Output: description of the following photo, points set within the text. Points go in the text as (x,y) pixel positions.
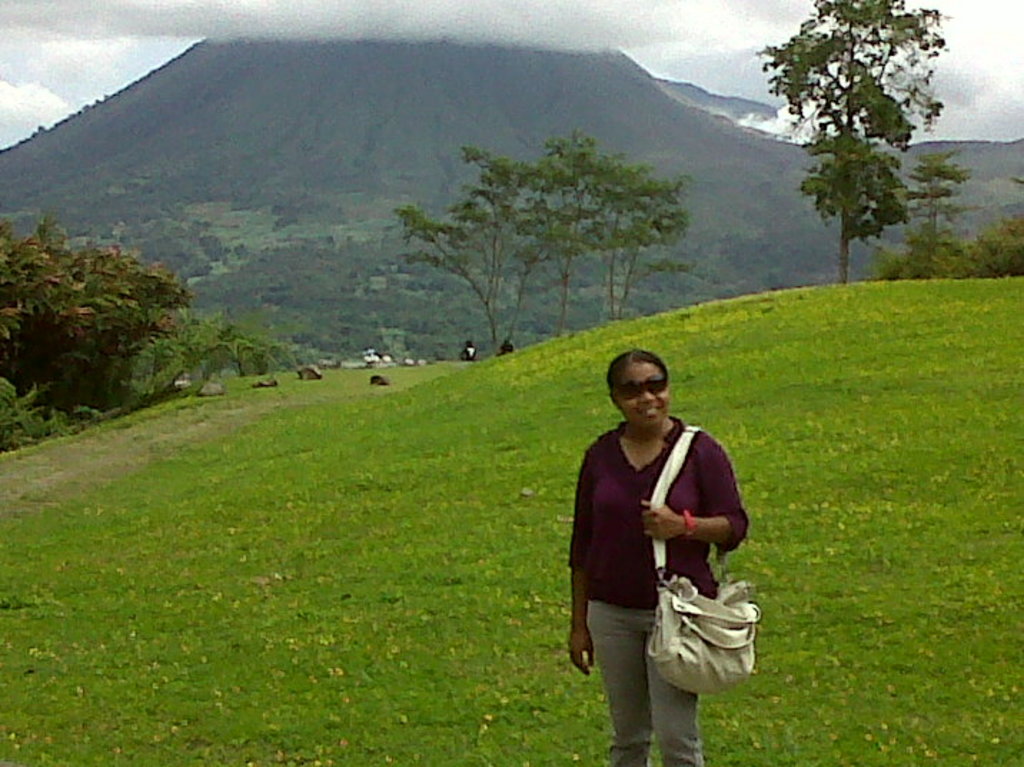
In this image there is a woman (660,399) with spectacles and a bag (668,661) is standing, and in the background (22,250) there are rocks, trees (66,405), hills (35,170) and sky (1002,89).
